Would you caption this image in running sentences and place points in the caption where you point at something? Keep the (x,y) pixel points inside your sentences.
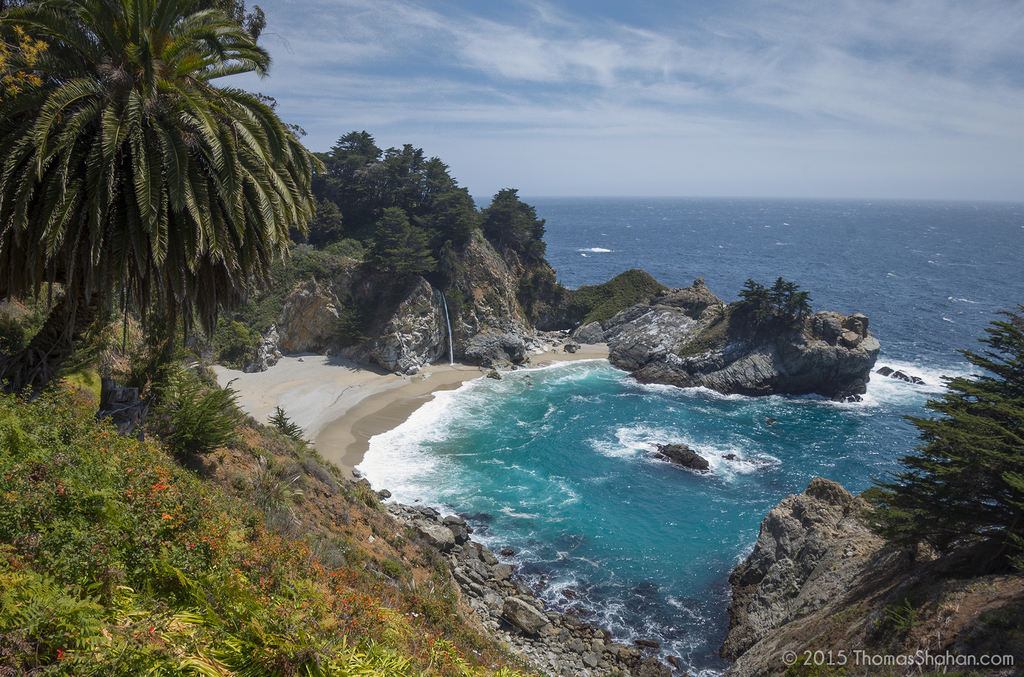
Sky (633,108) is cloudy. Here we can see plants (122,479) and trees (289,208). Right side of the image (913,271) there is water (979,308) and watermark (965,663).
